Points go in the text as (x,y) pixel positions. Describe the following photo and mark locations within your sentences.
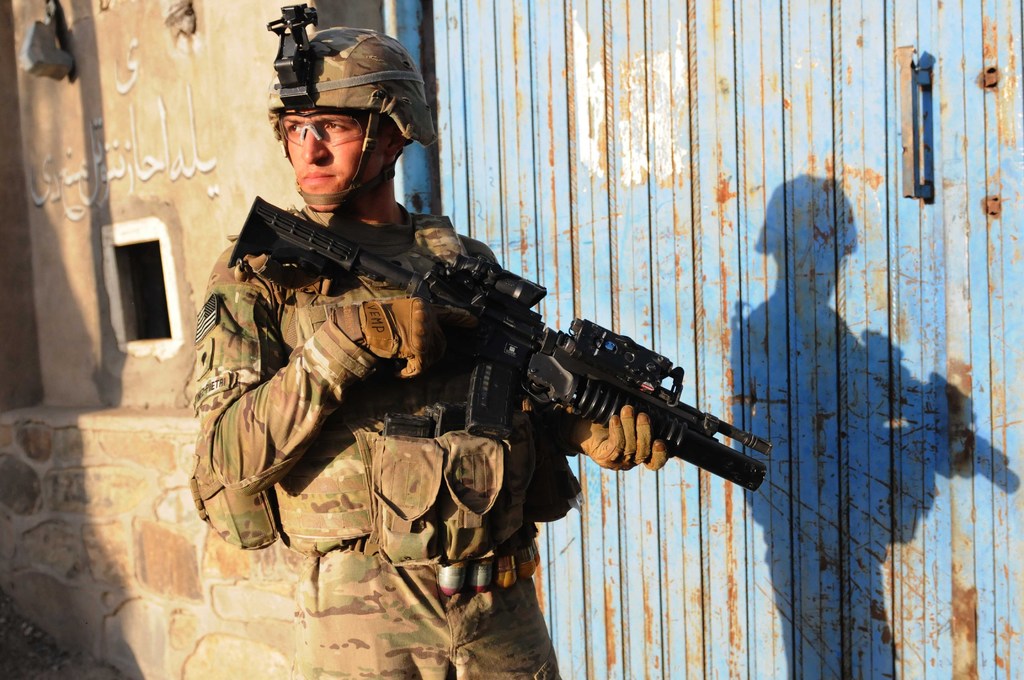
There is a soldier (367,192) holding a gun (696,433) in the foreground area of the image (699,450), it seems like a building (506,76) in the background (242,53).
